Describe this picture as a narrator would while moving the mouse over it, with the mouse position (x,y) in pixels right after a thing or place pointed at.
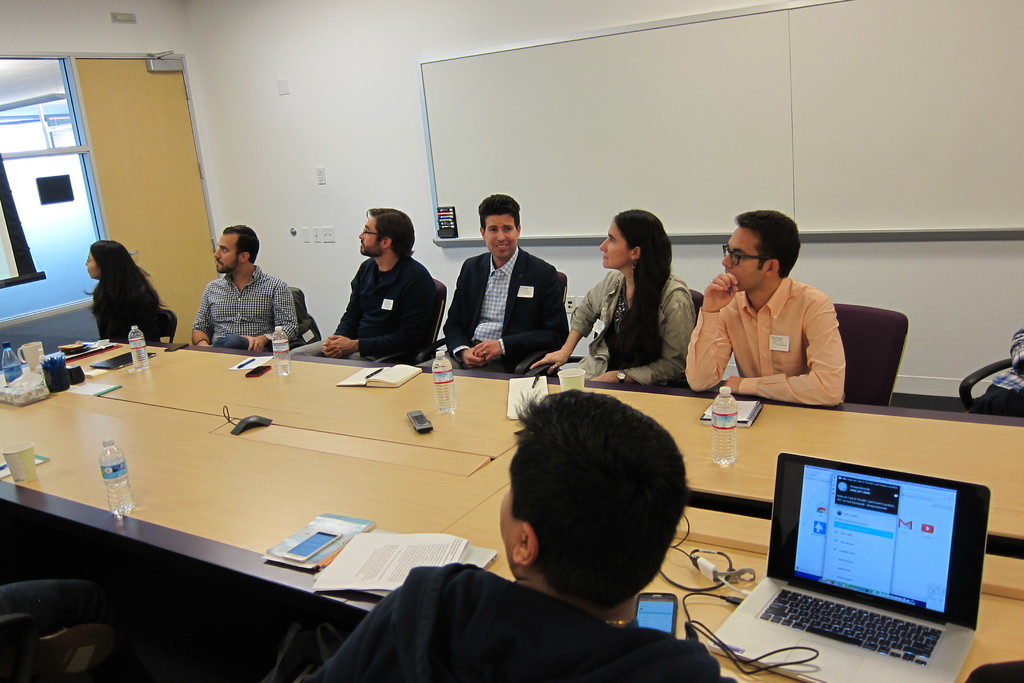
In this image we can see a group of people (460,337) sitting in chairs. And we can see the bottles (122,480), laptop (911,646) and some objects (279,547) on the table (342,372). And we can see the door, window (8,121). And we can see the one writing board (579,117). And we can see the wall (299,247).
